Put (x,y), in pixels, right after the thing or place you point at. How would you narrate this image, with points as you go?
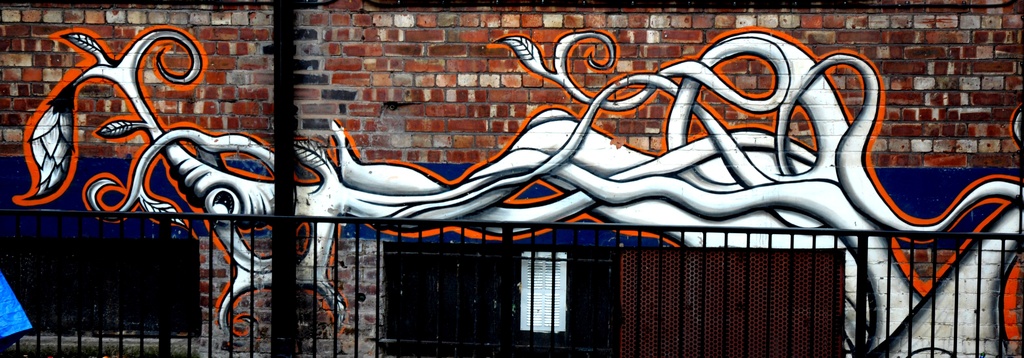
In this picture I can see there is a brick wall (432,109) and there is a graffiti painting (141,107) on it. There is a black color railing (888,285) in front of it and a blue color object (13,327) at the left side (30,332) bottom.
